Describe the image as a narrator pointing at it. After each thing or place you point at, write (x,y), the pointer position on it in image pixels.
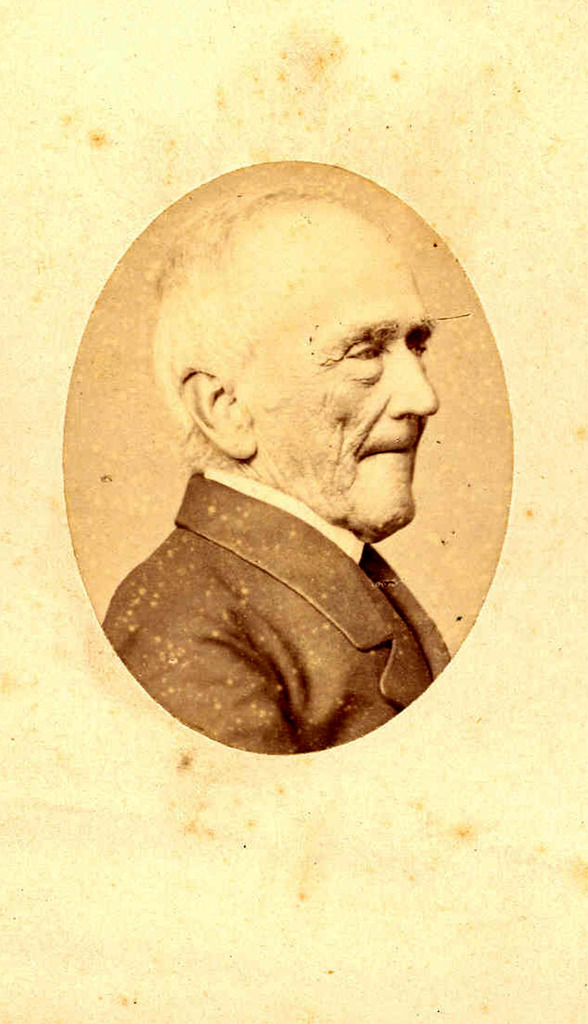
In this image there is one picture (295,542) of a person (306,509) in middle of this image (302,444).
